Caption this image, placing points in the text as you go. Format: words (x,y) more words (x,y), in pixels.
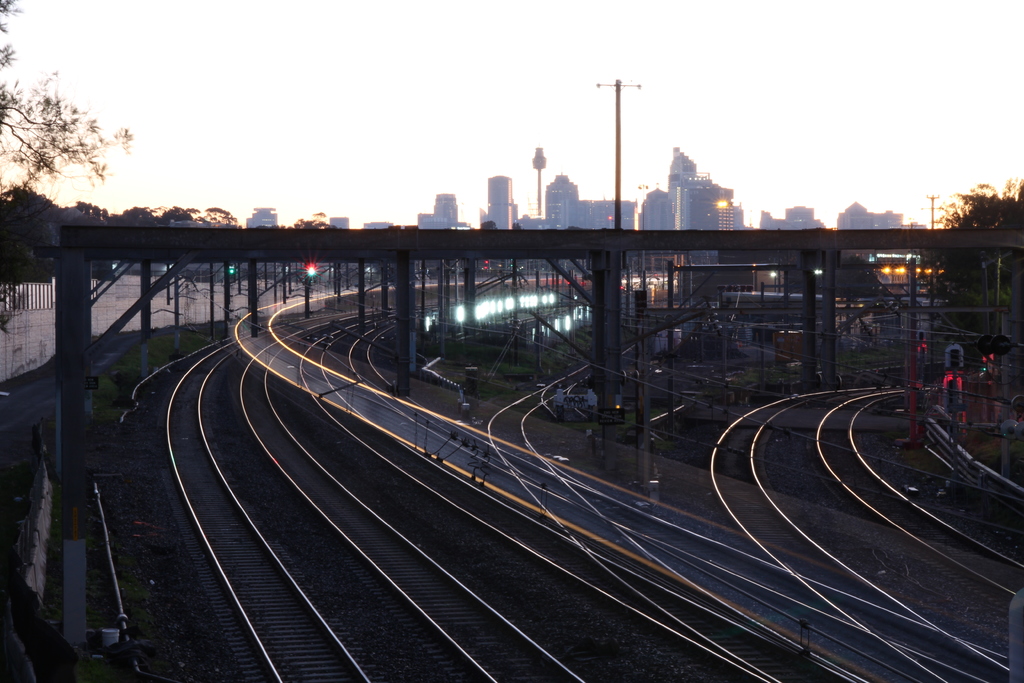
In this image I can see number of railway tracks (997,582), number of poles (911,420) and on the both sides of the image I can see number of trees (1000,220). In the background (922,192) I can see number of lights (566,280), number of buildings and the sky (458,185).
